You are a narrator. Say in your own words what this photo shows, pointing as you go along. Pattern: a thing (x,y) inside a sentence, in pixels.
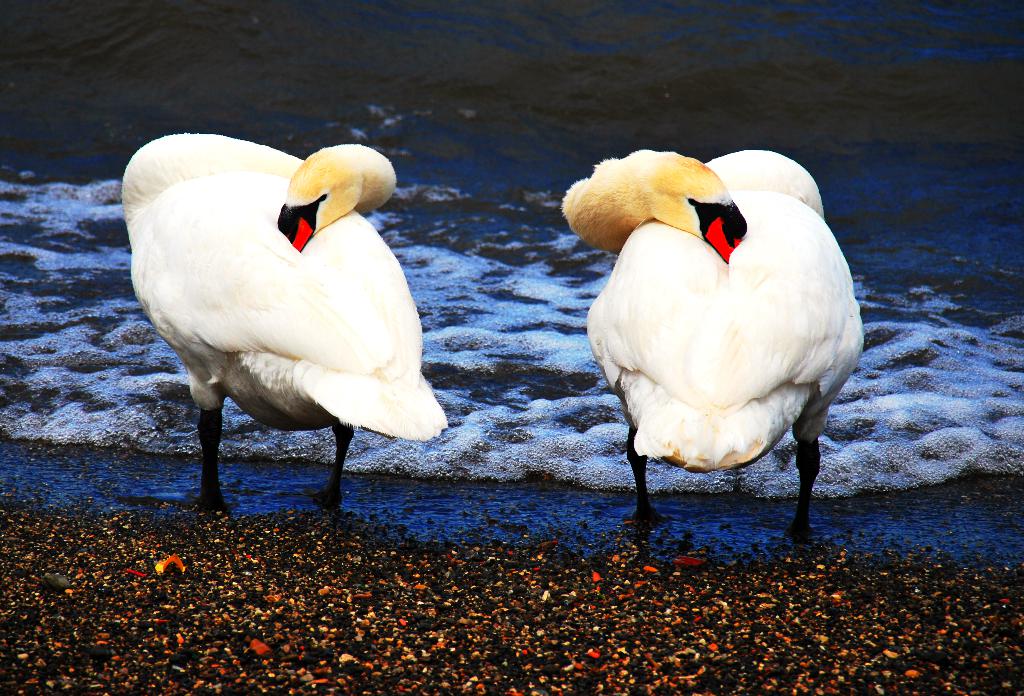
In this image I can see two birds (389,305) which are in white, black, red and also brown color. These are standing on the water (551,519). In the background (396,95) I can see the water (570,92) in blue color.
